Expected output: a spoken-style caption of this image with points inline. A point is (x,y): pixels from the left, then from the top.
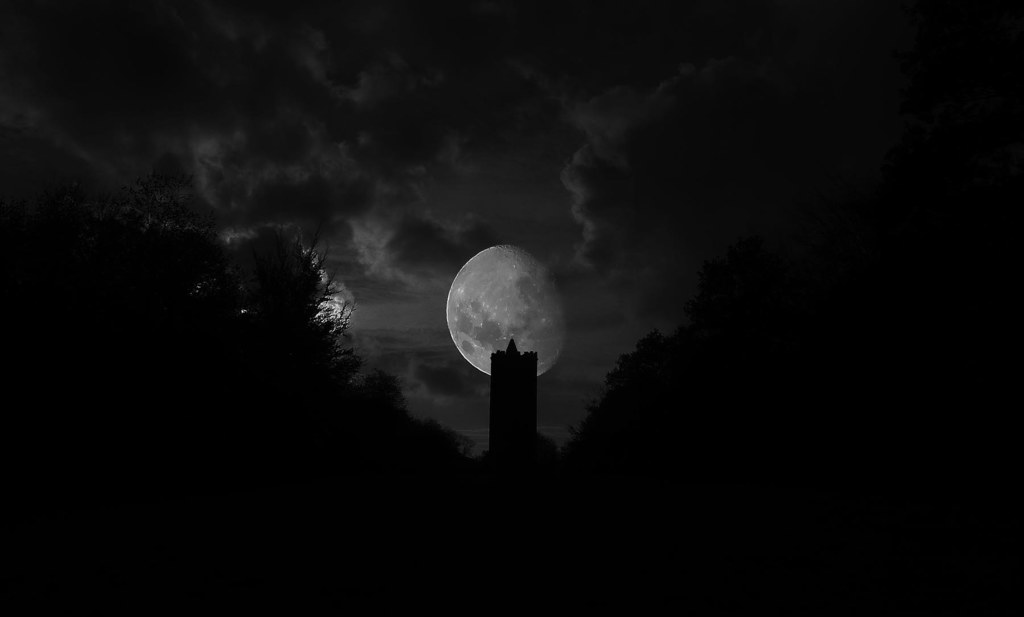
In the image we can see nearly full moon (524,298), trees (193,293) and a cloudy sky (497,101). We can see dark place (510,393).
